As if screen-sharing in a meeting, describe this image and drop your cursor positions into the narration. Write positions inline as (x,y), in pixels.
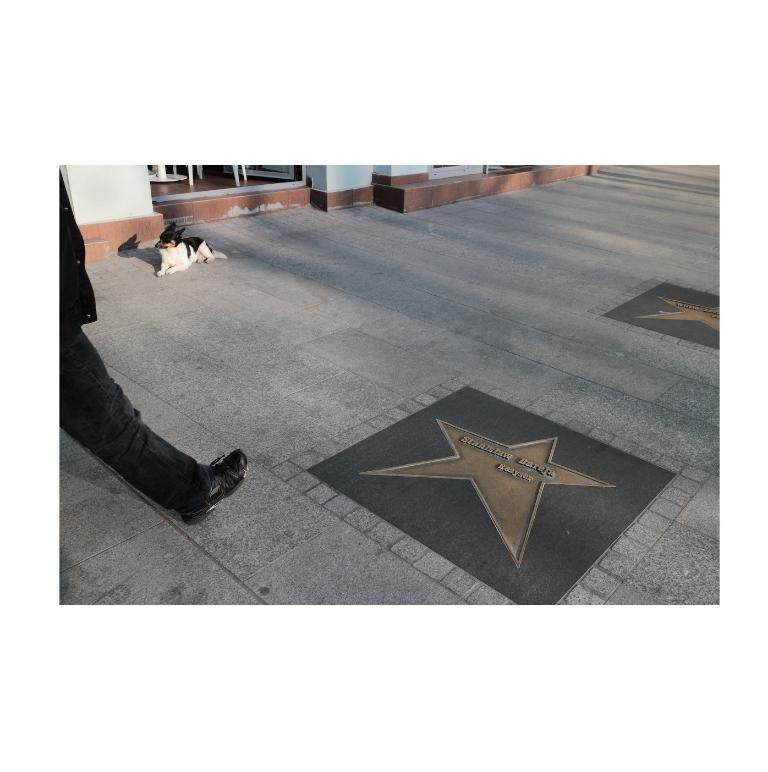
In this image we can see a leg (159,473) of a person (128,457). We can see a dog (182,254) lying on a floor (360,435). On the floor (305,453) we can see a design (448,501) and text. At the top (152,204) we can see few objects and a wall (310,201) of a building (371,196).
